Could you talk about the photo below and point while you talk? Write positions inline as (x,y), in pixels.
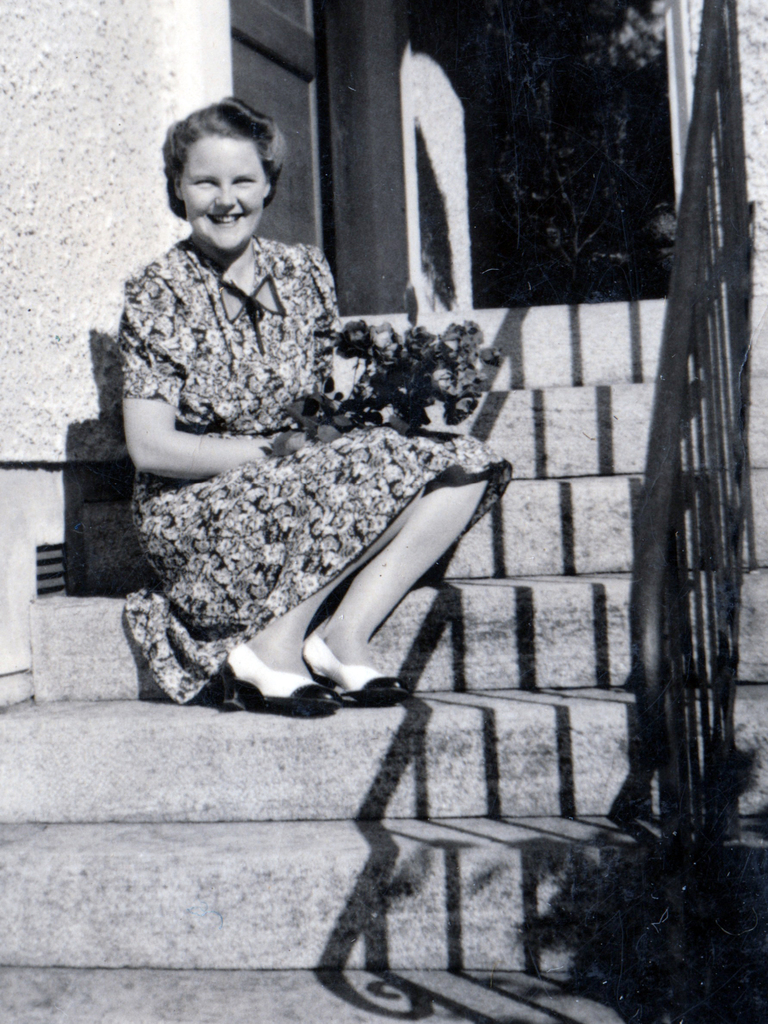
This is a black and white image and here we can see a lady (301,367) sitting on the stairs (371,315) and holding some flowers (378,364). In the background (252,38), there is a door (240,44), a wall (92,50) and we can see a railing (697,247) and some trees (599,31).
